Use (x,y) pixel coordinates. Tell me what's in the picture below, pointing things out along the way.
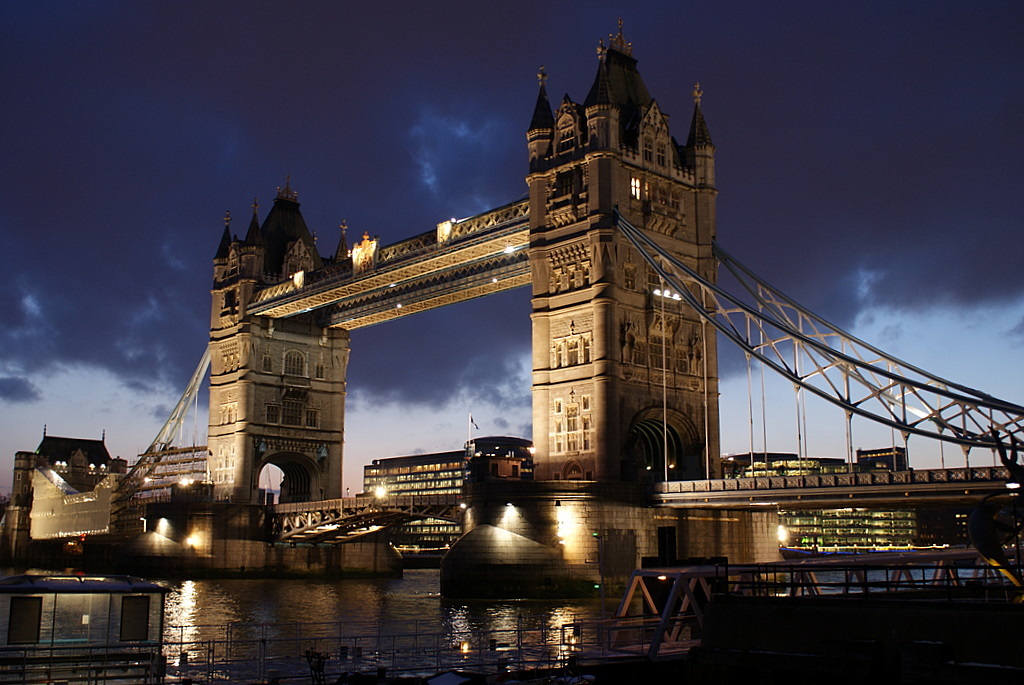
In this image we can see bridge (695,403). Behind the bridge (695,403) buildings (843,519) are there. At the top of the image (858,59) clouds (898,62) are present in the sky (903,187). Bottom of the image (504,643) water (362,613) is there.
